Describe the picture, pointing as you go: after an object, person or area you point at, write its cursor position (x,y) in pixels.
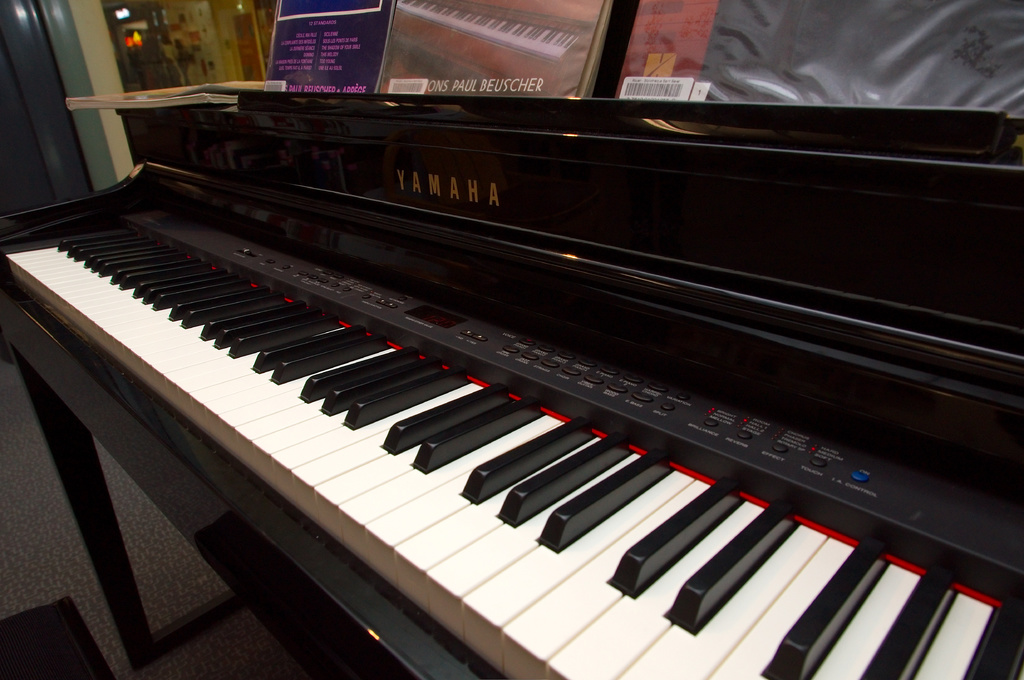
In this image there is a piano (326,315) with a keyboard (585,455), there are some small buttons (595,381) on the keyboard (397,294). There is a text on it. Some of the books (478,25) were placed on top of the piano (587,124).
